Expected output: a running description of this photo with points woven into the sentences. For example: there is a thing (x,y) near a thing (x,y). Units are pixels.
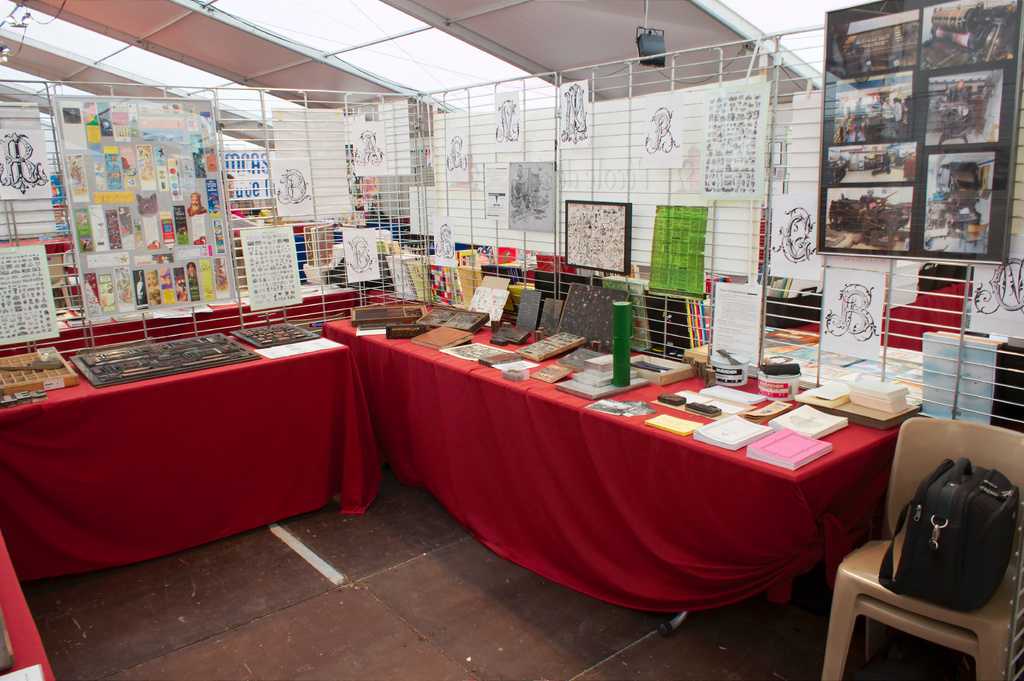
In this picture we can see a chair (919,620) and tables (369,373), there are some books (460,334) present on this table (460,369), we can see some grills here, there are some photos (982,188) pasted on this board (933,141), there are some papers (491,163) pasted here, we can see ceiling (395,54) at the top of the picture (394,37), there is a bag (979,511) on the chair (937,466).
